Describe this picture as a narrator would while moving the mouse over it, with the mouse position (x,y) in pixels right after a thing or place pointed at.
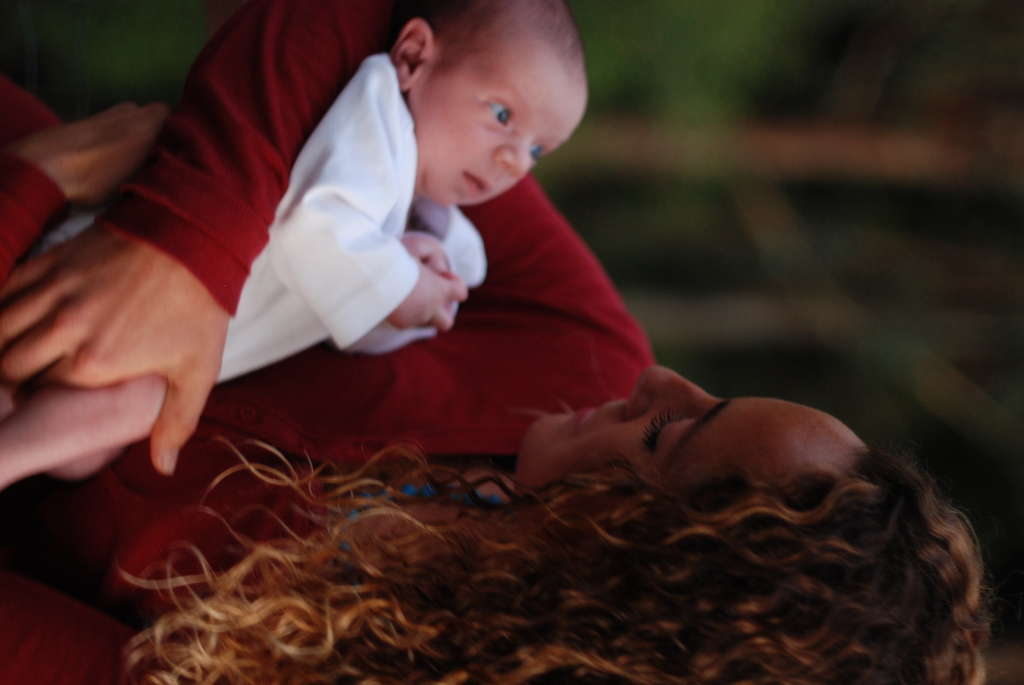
In the picture we can see a woman (424,545) holding a child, the woman (597,551) is wearing a red dress (185,551) and a child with white dress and a woman (660,574) is having a curly hair (390,599) which is brown in color.
